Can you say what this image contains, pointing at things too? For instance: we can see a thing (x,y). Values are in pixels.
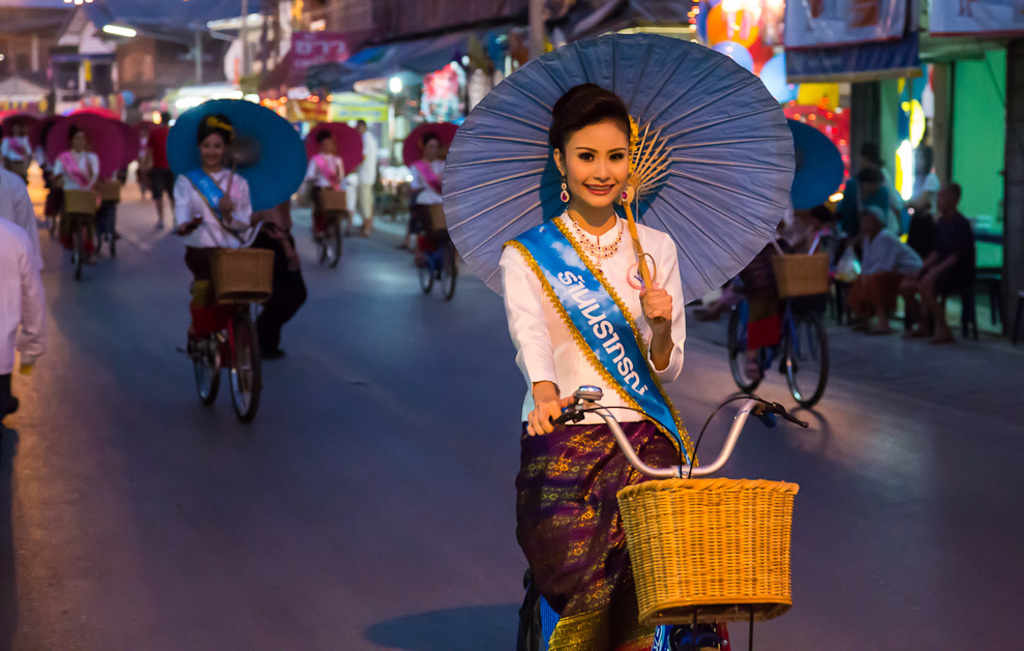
In this image I can see women (557,378) are sitting on bicycles (551,417). These women (519,302) are holding umbrellas (531,220) in their hands (658,313). In the background (292,244) I can see buildings (147,55), people (364,142) and some other objects (536,37).
